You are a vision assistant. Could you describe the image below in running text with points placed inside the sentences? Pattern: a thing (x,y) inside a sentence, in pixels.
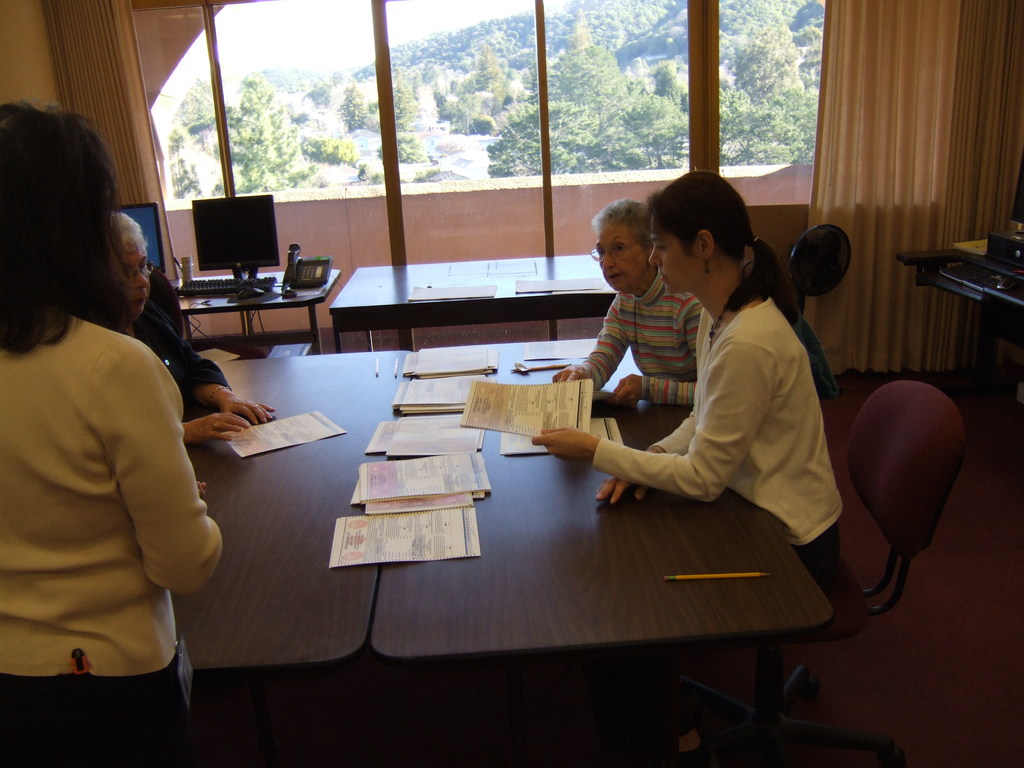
In the image there are total four people (680,339) three of them are sitting and one person (64,435) is standing, there is a table (496,520) in between them and on the table (366,600) there are some papers (379,499), the women (757,374) wearing white shirt (728,336) is holding papers (556,425) in her hand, behind that there is another table (461,303) which has some papers (423,294), to the left side (229,217) there is a computer (242,263) and a telephone (317,263), in the background (341,126) there is a big window (509,114), curtains (881,93), outside that there are a lot of trees (582,73) and sky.
